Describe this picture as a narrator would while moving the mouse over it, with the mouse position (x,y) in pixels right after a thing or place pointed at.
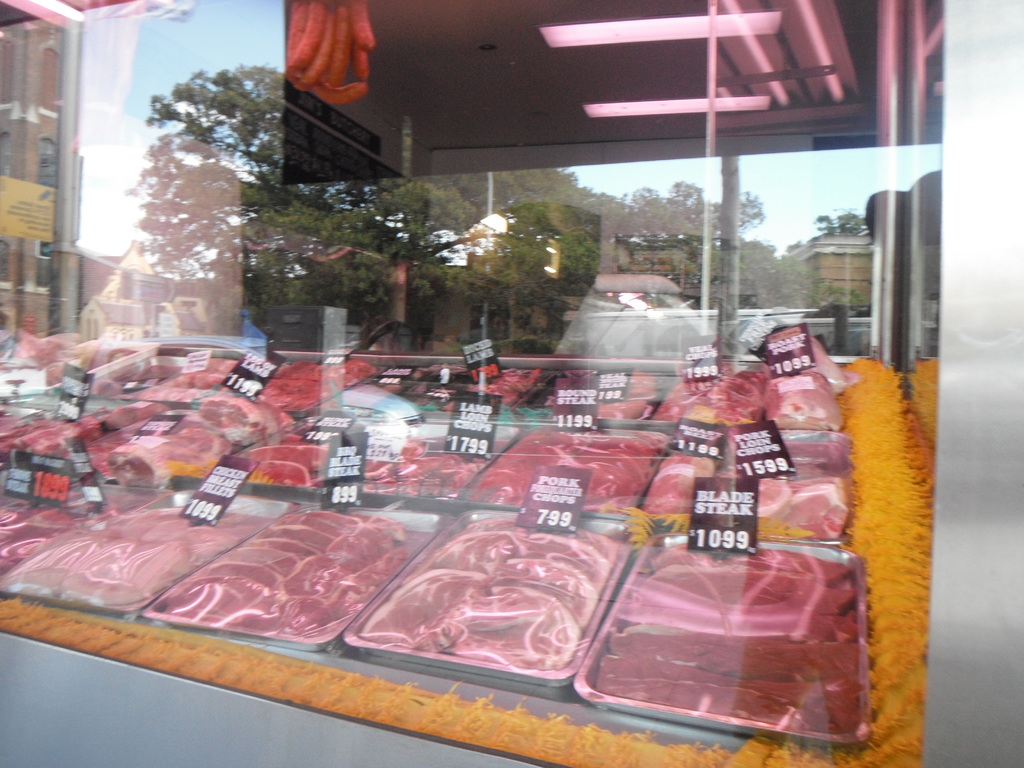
In this picture, we see glass (400,494) from which we can see the trays (573,519) containing the meat (293,594). We even see the price tags (343,479). On the left side (111,261), we see the buildings (147,268) and trees (383,283). There are trees (634,237) and buildings (865,237) in the background (555,235). At the top (511,80), we see the ceiling (439,68) of the room (552,137). This might be a meat shop (888,6).
